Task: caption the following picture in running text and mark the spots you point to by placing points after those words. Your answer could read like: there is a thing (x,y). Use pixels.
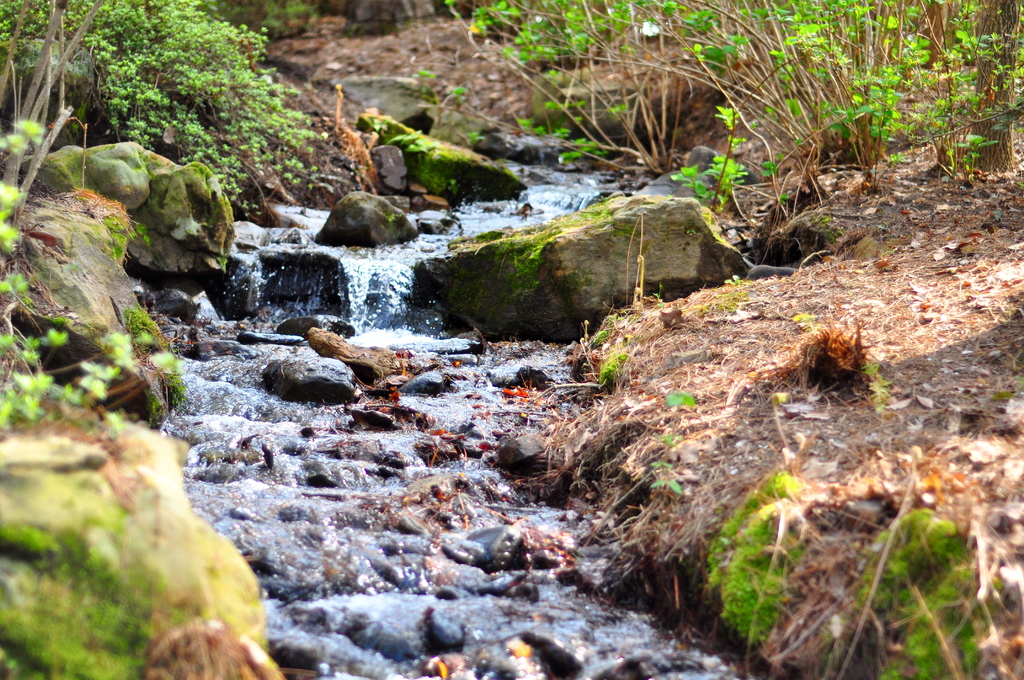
In this picture I can observe some water (346,278) flowing in the middle of the picture (370,271). I can observe some stones (263,229) in the water (353,285). There are some plants (821,95) on the ground (781,148).
